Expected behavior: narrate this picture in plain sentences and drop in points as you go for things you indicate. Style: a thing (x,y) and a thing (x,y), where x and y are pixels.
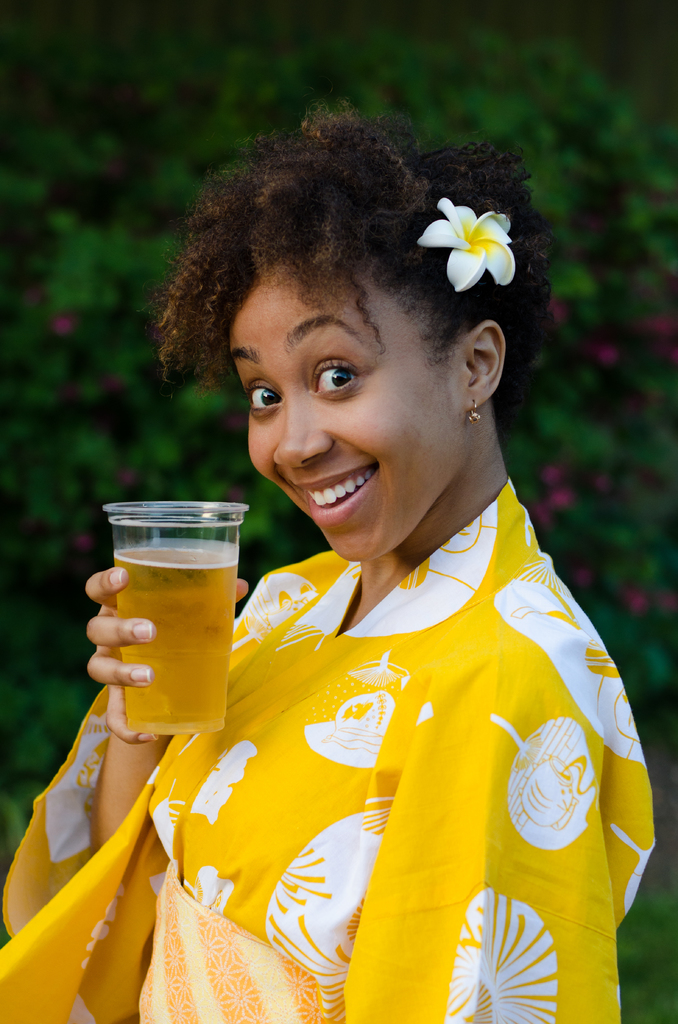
In the center of the image (323,483) a lady (330,435) is standing and smiling and holding a glass (158,586) which contains some liquid (183,596). In the background of the image (251,571) we can see trees (119,316) and flowers (63,332).
